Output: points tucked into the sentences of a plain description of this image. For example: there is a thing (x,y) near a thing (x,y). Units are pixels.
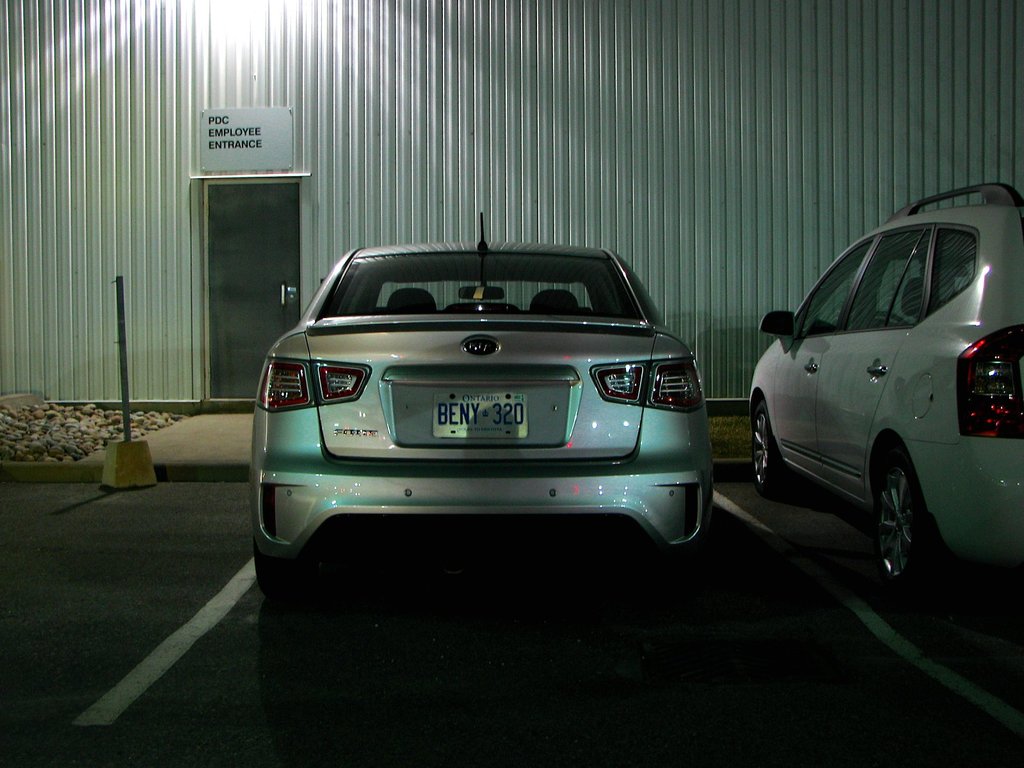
In this image we can see a few vehicles (582,498) on the road (101,494), there are some stones (74,420), we can see a pole (127,430) and a door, there is a wall (140,280), on the wall (153,265) we can see a poster (216,120) with some text (259,140).
